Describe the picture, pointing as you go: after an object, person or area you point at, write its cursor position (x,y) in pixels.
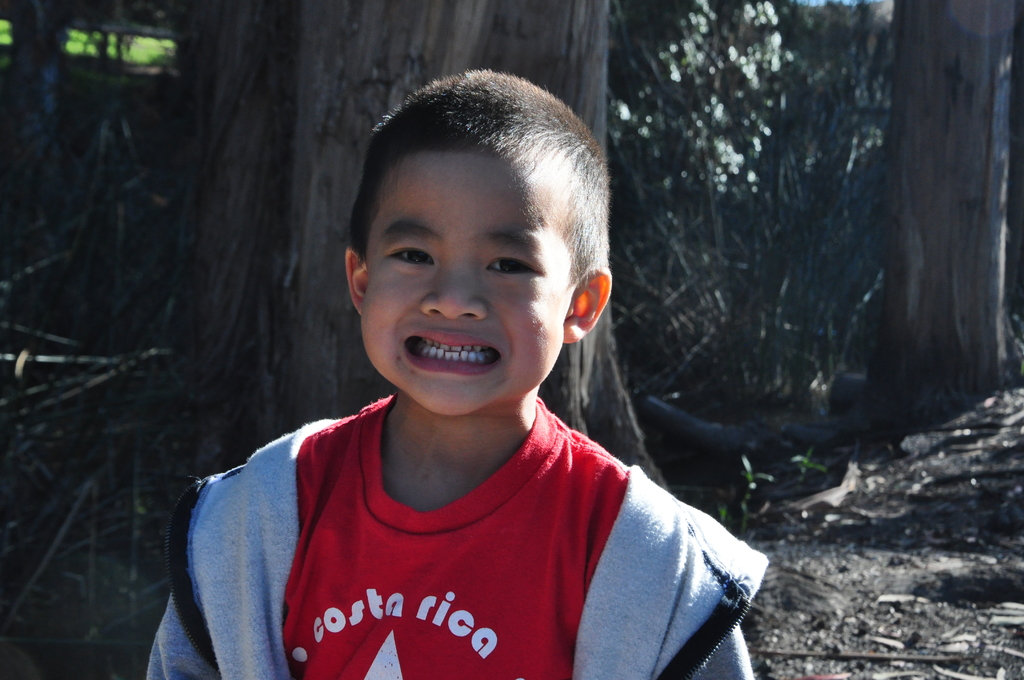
In this picture I can see a boy (461,415) smiling and showing teeth (430,358). I can see trees (689,78) in the background (274,129).
